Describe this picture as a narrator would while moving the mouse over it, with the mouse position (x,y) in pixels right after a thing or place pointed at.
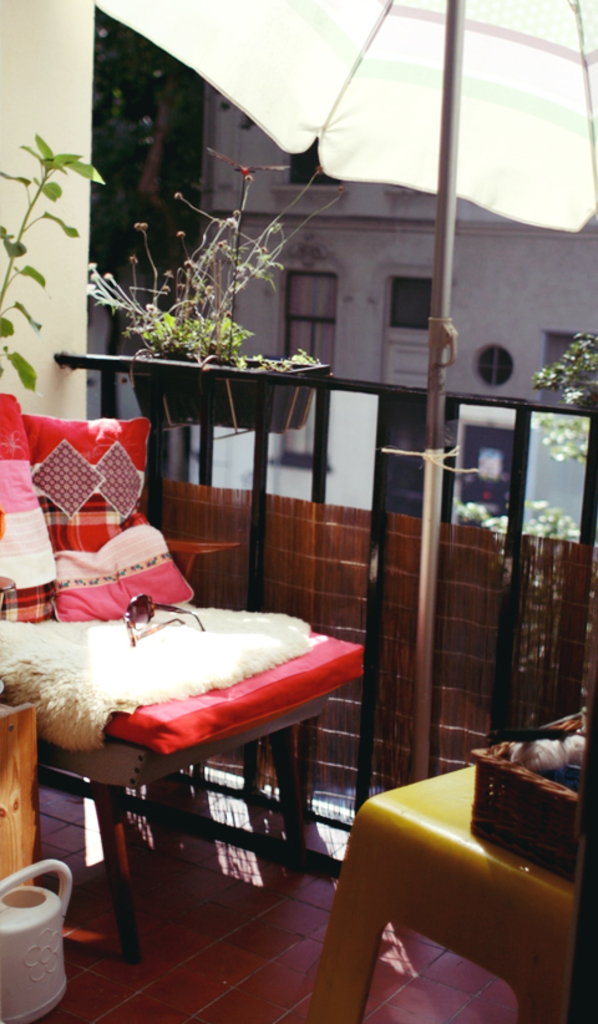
There is a chair (154,621) which has goggles (151,614) on it and there are trees (565,375) and a building (534,295) in background (430,285).
